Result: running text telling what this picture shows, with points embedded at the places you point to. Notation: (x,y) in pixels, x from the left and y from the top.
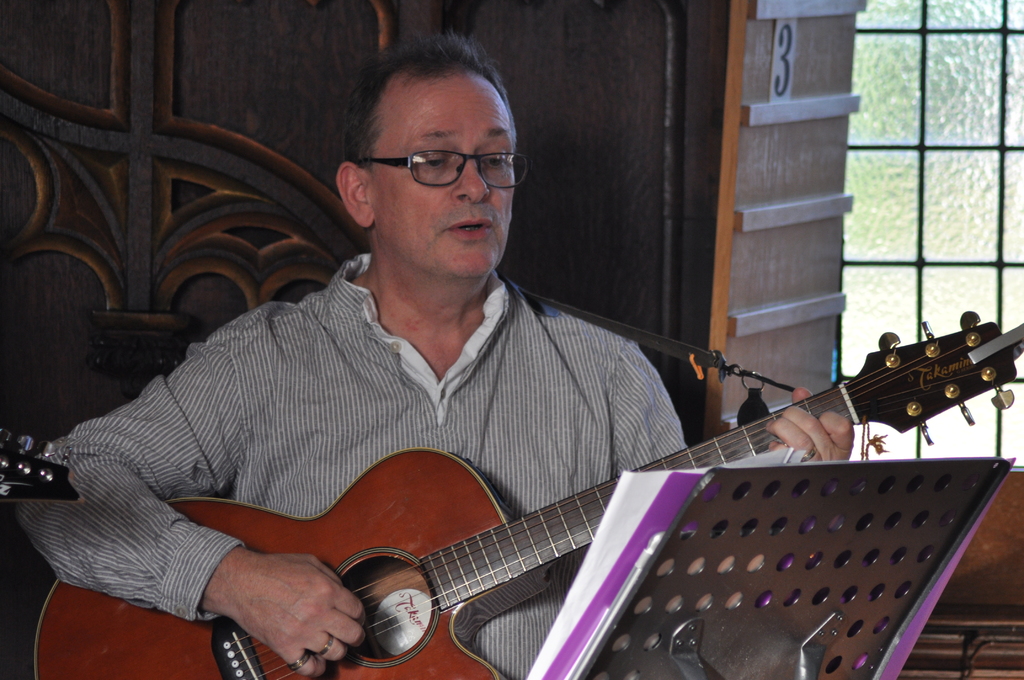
In this picture there is a man (521,155) at the center of the image (413,321), by holding the guitar (476,670) in his hand (224,601), his seeing to the album (738,465) which is placed at the right side of the image (814,555) on desk (825,558), there is a window (867,18) at the right side of the image (903,281) and there is a door (510,52) at the left side of the image (208,158).
